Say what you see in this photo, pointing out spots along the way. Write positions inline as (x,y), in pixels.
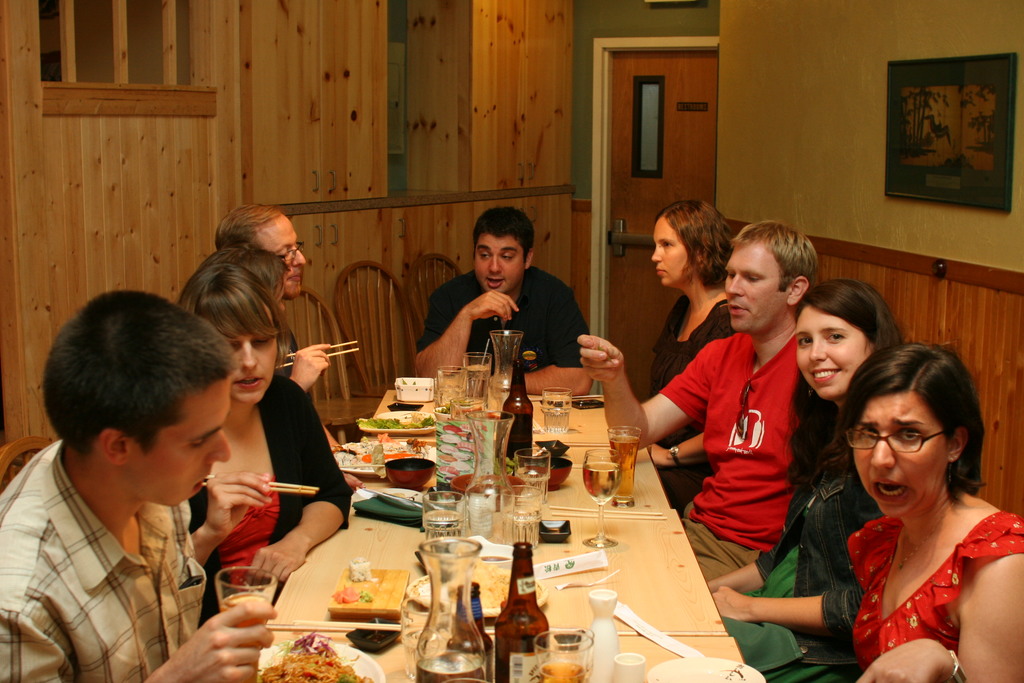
In this Image I see number of people (31,650) who are sitting on chairs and there are tables (387,392) in front of them on which there are many things (351,564), I can also see this woman (825,466) is smiling. In the background (527,209) I see few chairs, wall (20,262), door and a photo frame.
